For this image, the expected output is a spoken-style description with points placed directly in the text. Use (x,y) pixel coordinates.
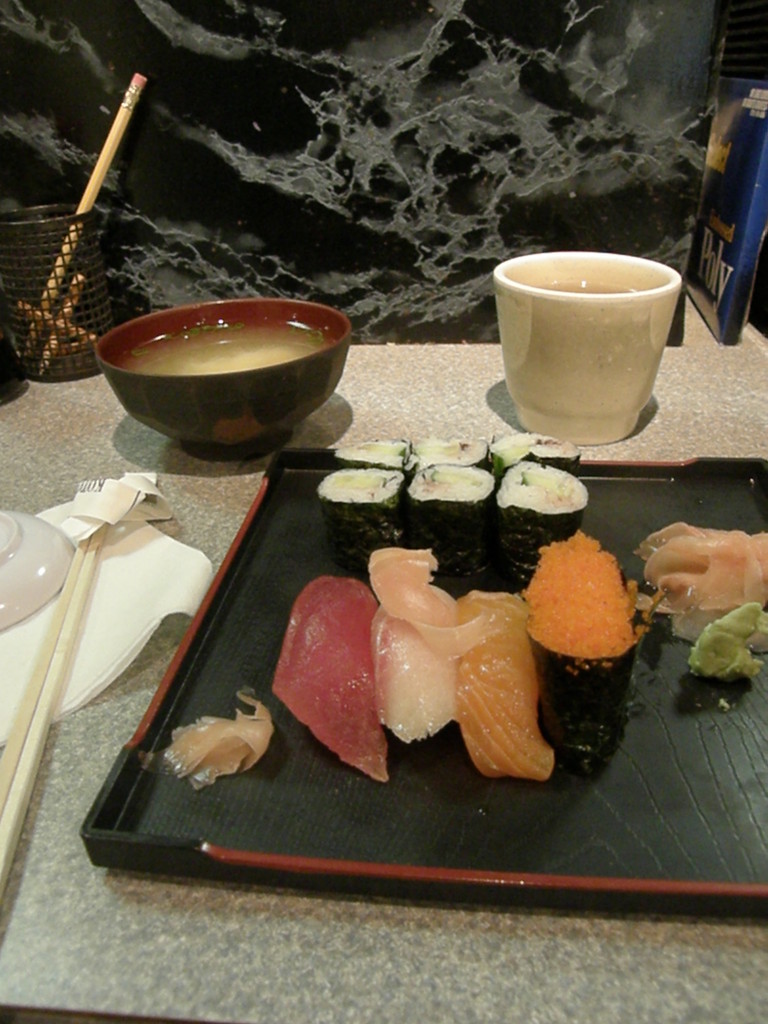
There is a plate (618,502) of black color, In that plate (669,782) there are some food items (337,501) and there is a cup (559,341) of white color and there is a bowl (237,410) of black color, In the background (378,240) there is a wall (584,126) of black color.
